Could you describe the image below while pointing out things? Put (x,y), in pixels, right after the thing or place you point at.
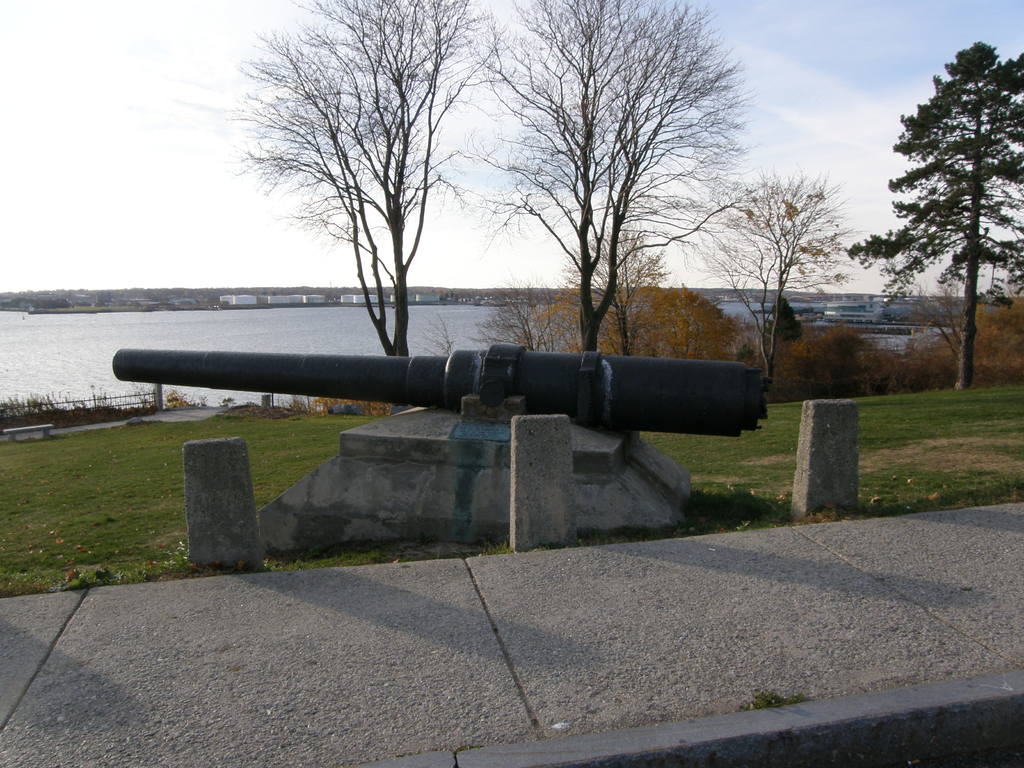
In the image we can see in front (547,398) there is a weapon (470,383) kept on the ground (20,479) and behind there are lot of trees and there is a river (302,316).
